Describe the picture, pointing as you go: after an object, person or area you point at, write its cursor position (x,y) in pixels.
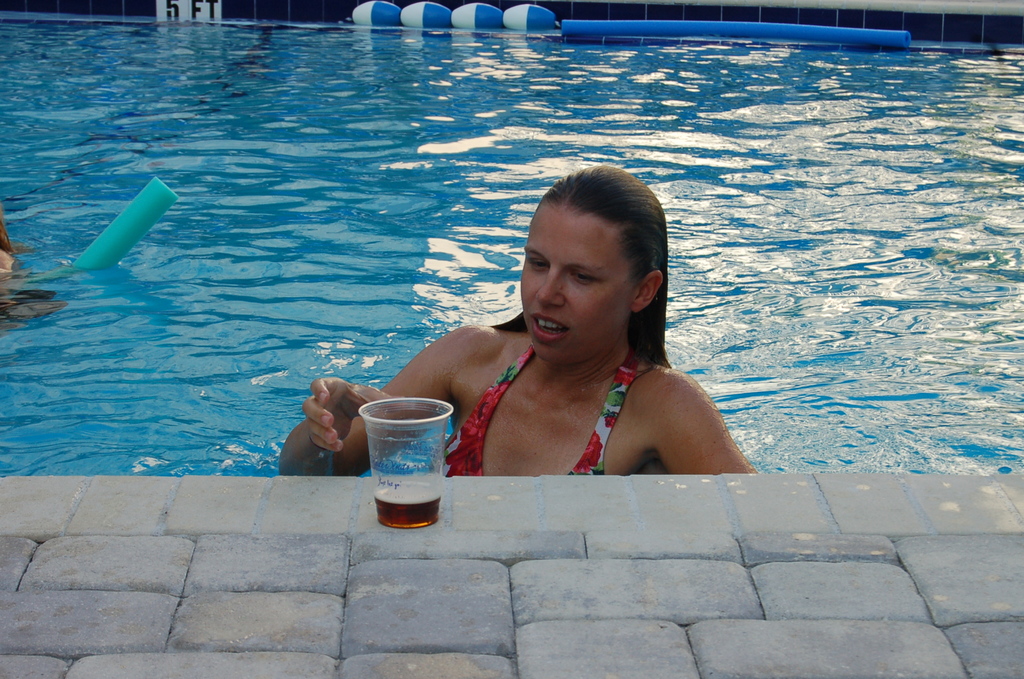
In this image we can see a woman (621,346) in the swimming pool (249,333) and also we can see a glass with drink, there are some objects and in the background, it looks like the wall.
